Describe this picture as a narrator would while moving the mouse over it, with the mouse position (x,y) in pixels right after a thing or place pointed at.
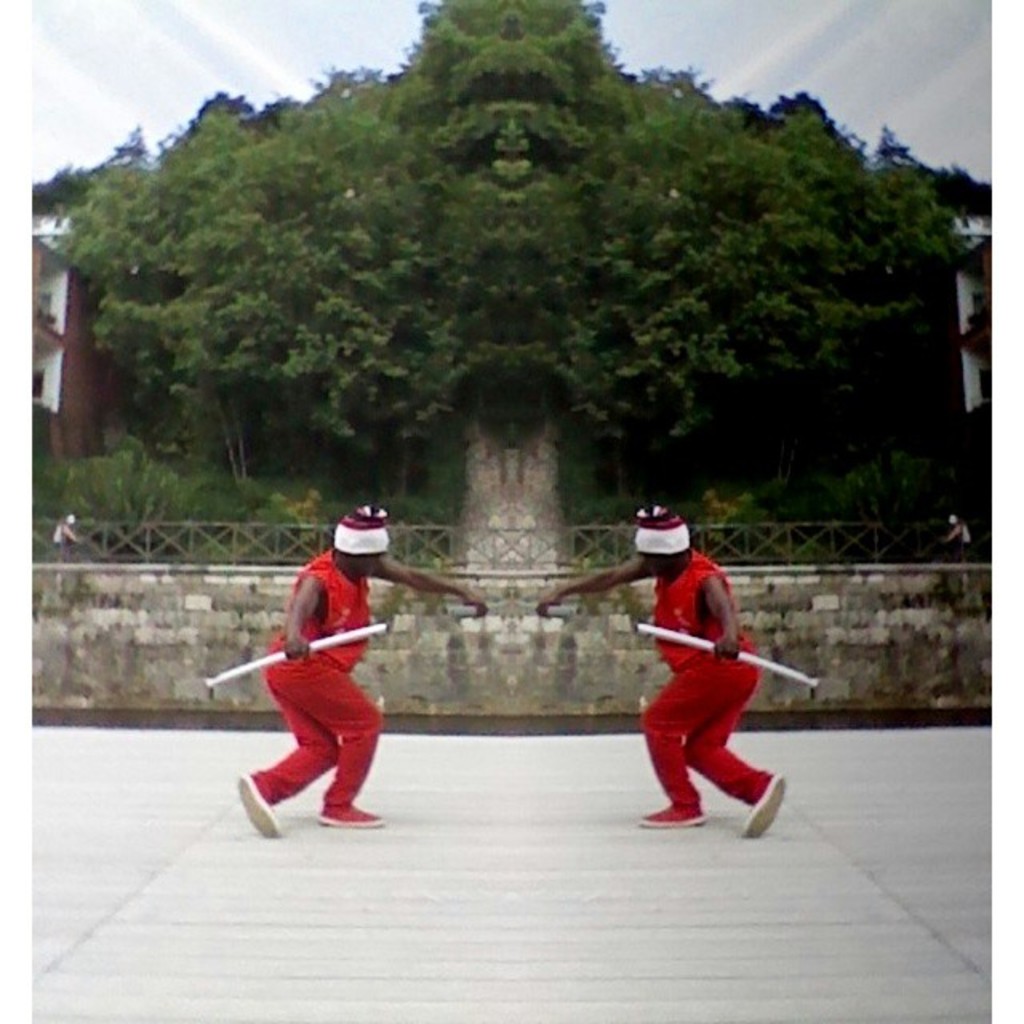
This image consists of trees (415,325) in the middle (588,509). There are two persons (645,534) in the middle (348,583). They are wearing the same dress (327,562). There is sky (877,14) at the top (901,44).
